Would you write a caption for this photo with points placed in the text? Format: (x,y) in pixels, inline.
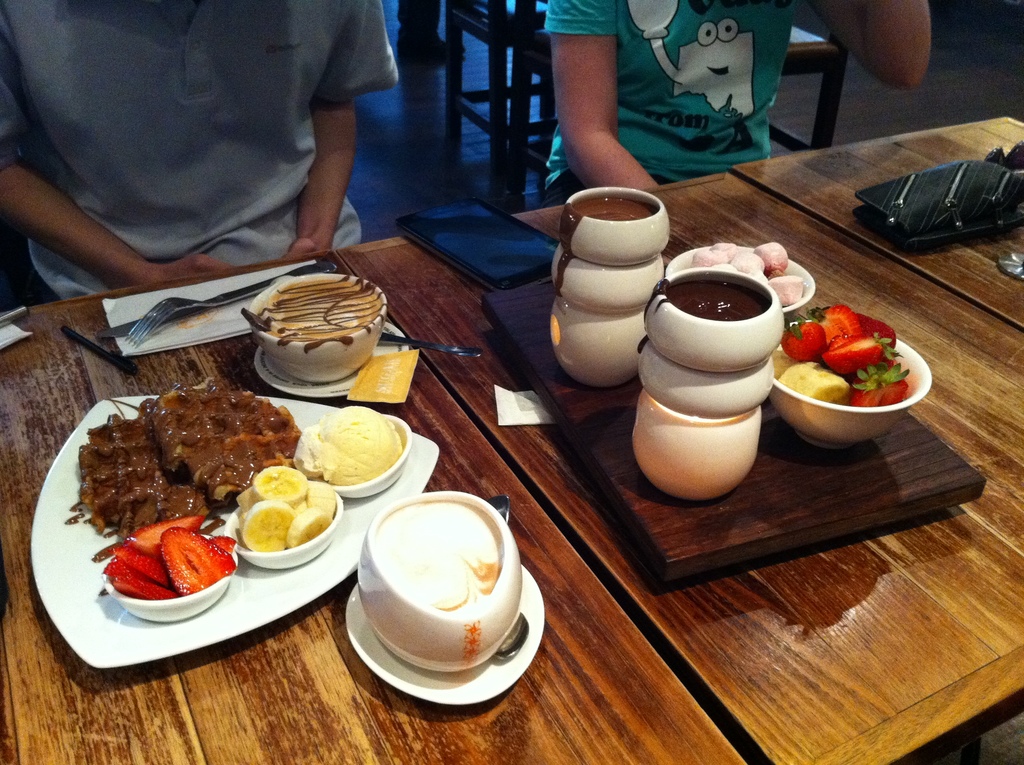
In this image there is a table (714,609) and we can see bowls (301,562), plate (403,472), mug (388,624), saucer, fork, spoon (433,343), napkin (246,302), tray (632,506) and some food (603,209) placed on the table (586,514) and we can see a tablet (508,264). In the background (286,199) there are people (564,105) sitting and there are chairs (520,71).
